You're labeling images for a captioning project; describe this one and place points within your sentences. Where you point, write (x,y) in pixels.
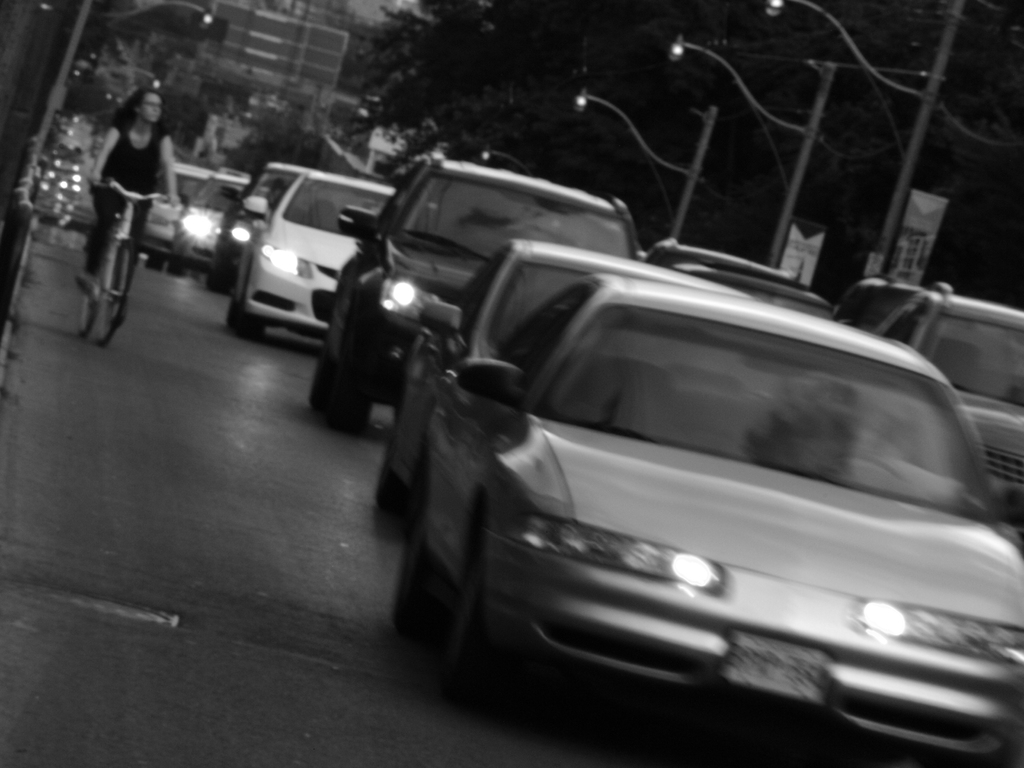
In this image I can see number of cars (344,250) and here I can see a woman (148,154) is sitting on a bicycle (142,199). In background (695,153) I can see few poles (649,151), few lights (662,160), trees (553,79) and a building (313,86). I can also see this image is black and white in colour.
